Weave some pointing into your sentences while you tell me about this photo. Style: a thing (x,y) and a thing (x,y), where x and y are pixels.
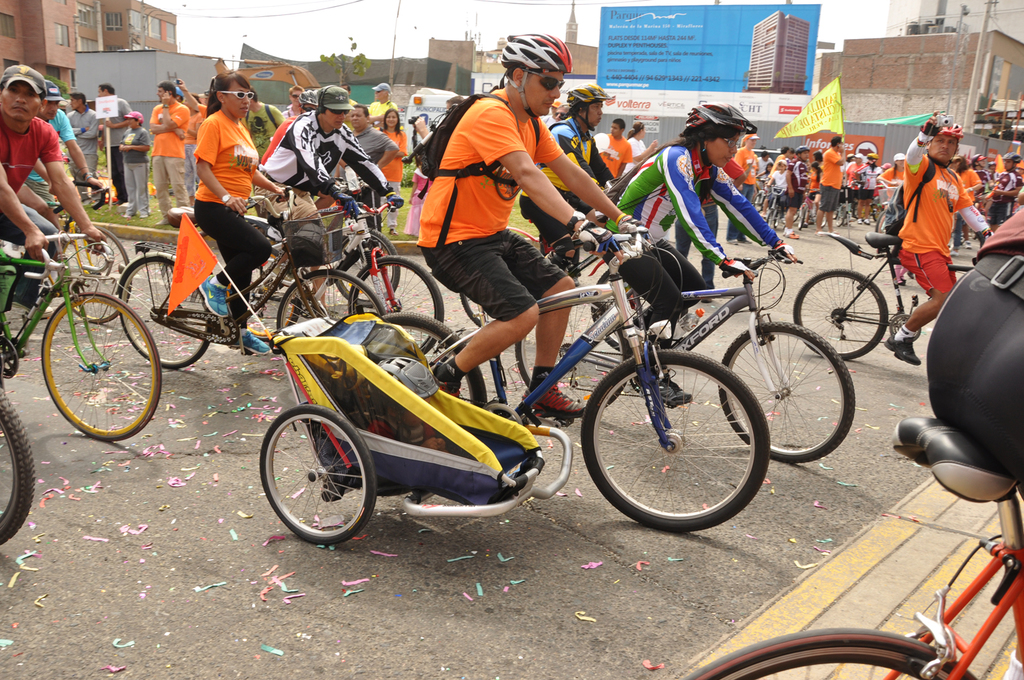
In this image we can see people (162,209) riding bicycles (611,481) on the road (580,470) and some of them are standing. There is a flag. In the background (491,67) we can see buildings (362,90) and there is a board (674,46). At the top (319,31) there is sky (382,32). We can see a trolley (434,486).
